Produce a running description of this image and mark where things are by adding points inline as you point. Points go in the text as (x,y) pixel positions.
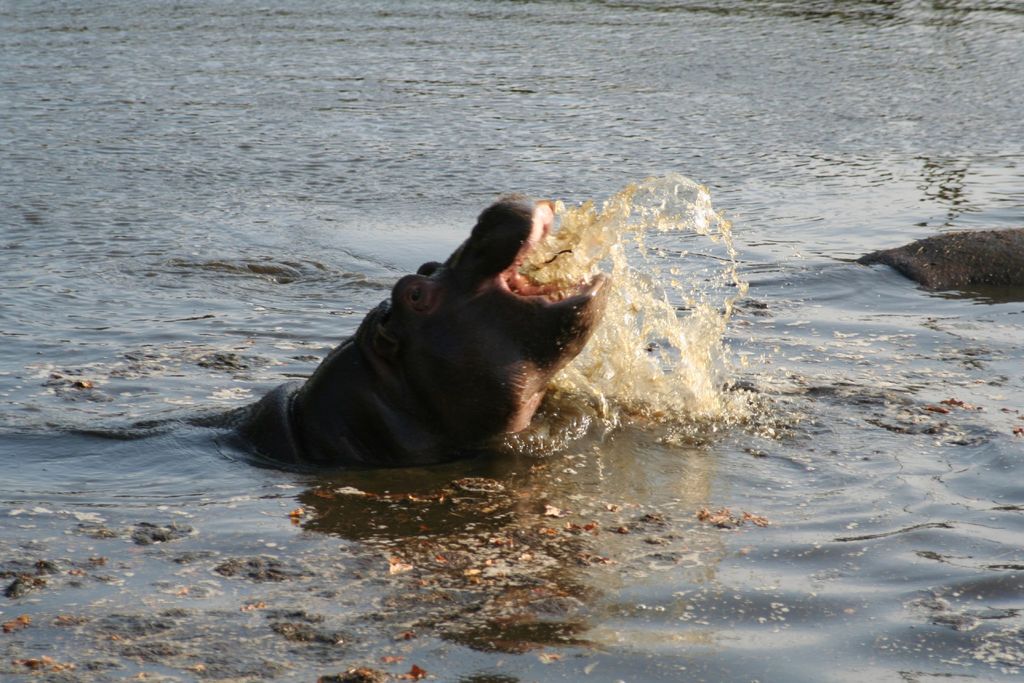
In the image we can see water (488,182), in the water (298,289) there are two hippopotamuses (921,272).
